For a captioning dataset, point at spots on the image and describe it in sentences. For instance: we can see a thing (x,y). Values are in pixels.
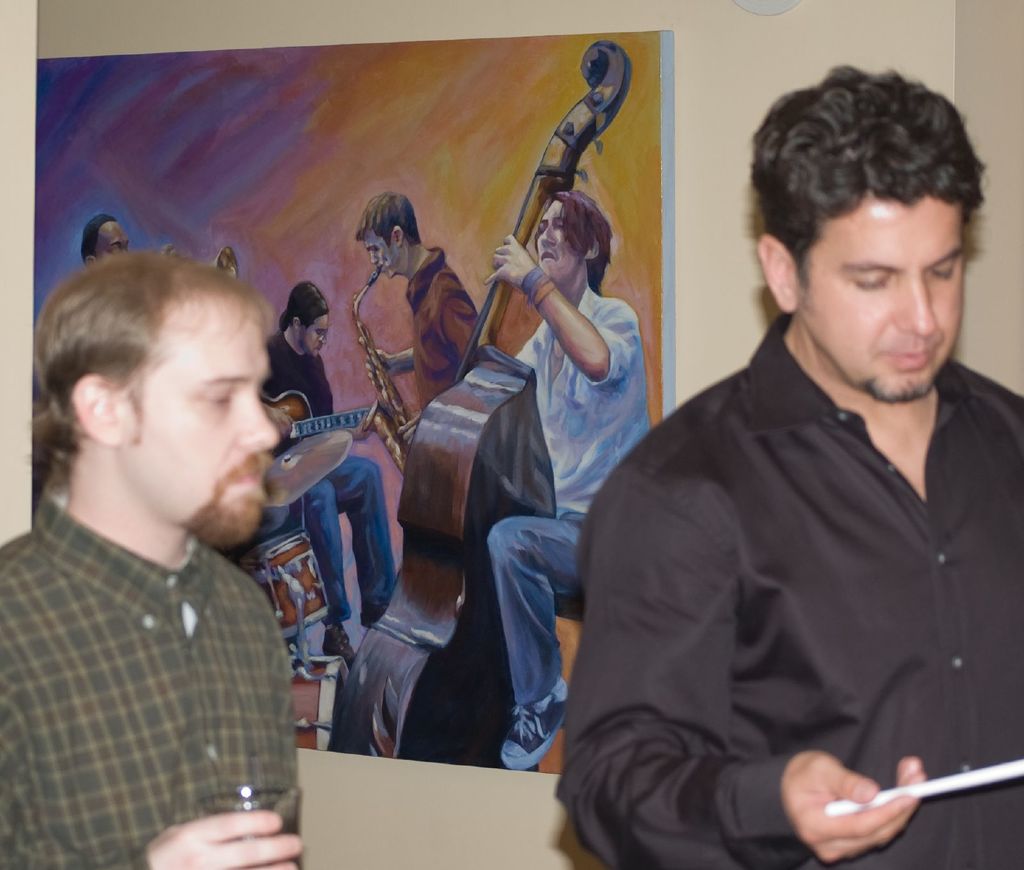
In this image we can see two men (199,621) standing near the wall (773,33) and holding objects (861,806). There is one object (775,4) attached to the wall (489,774), one big painted poster (584,240) attached to the wall (699,43) and in this poster (646,185) we can see some people (466,347) playing musical instruments (451,634).
